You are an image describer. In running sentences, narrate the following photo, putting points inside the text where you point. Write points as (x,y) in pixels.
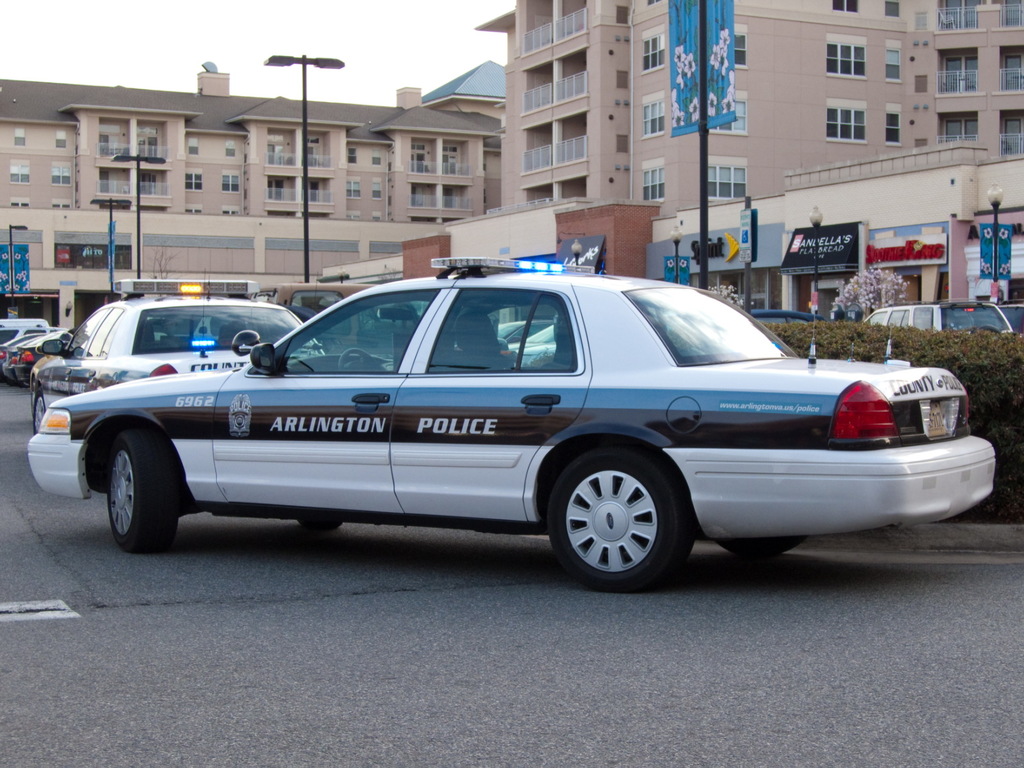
In this picture I can see the police cars (447,312) and other vehicles (0,356) on the road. Beside that I can see the plants (910,353) and lights (138,257). In the back (651,174) I can see the buildings (776,206), banners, posters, trees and other objects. In the top left (118,16) I can see the sky (63,52).
